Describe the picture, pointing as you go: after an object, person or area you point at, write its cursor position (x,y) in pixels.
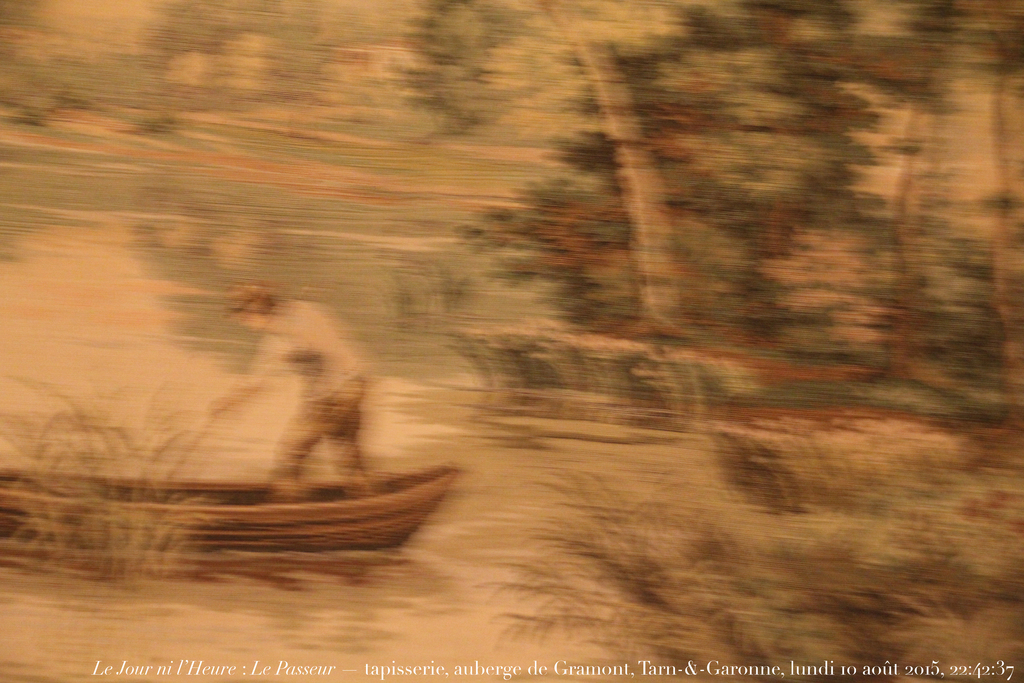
This image consists of a painting (474,518). On the left side (315,433), I can see a person (264,310) is standing on the boat (285,523). On the right side (793,430) there are some plants (723,569). At the bottom of this painting (471,671) I can see some text (421,675).
